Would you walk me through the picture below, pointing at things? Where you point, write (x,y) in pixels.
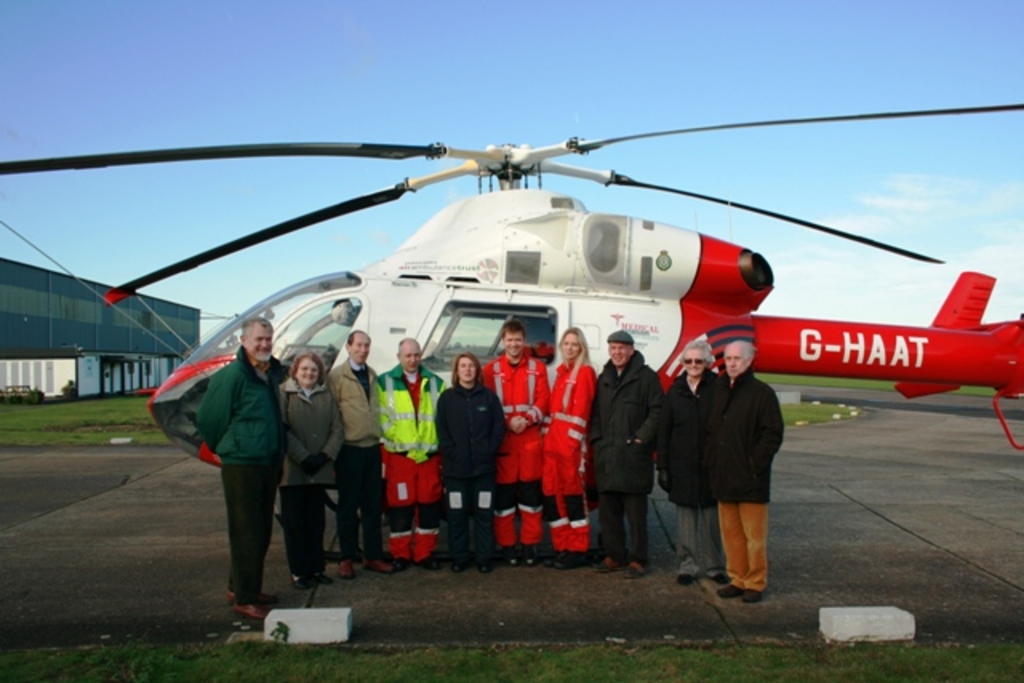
In this image we can see a group of people (583,446) standing. There is an aircraft (593,265) in the image. There is a grassy land (620,677) in the image. There is a building (111,340) at the left side of the image (91,391). We can see the sky (905,276) in the image. There are few clouds (947,267) at the right side of the image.
